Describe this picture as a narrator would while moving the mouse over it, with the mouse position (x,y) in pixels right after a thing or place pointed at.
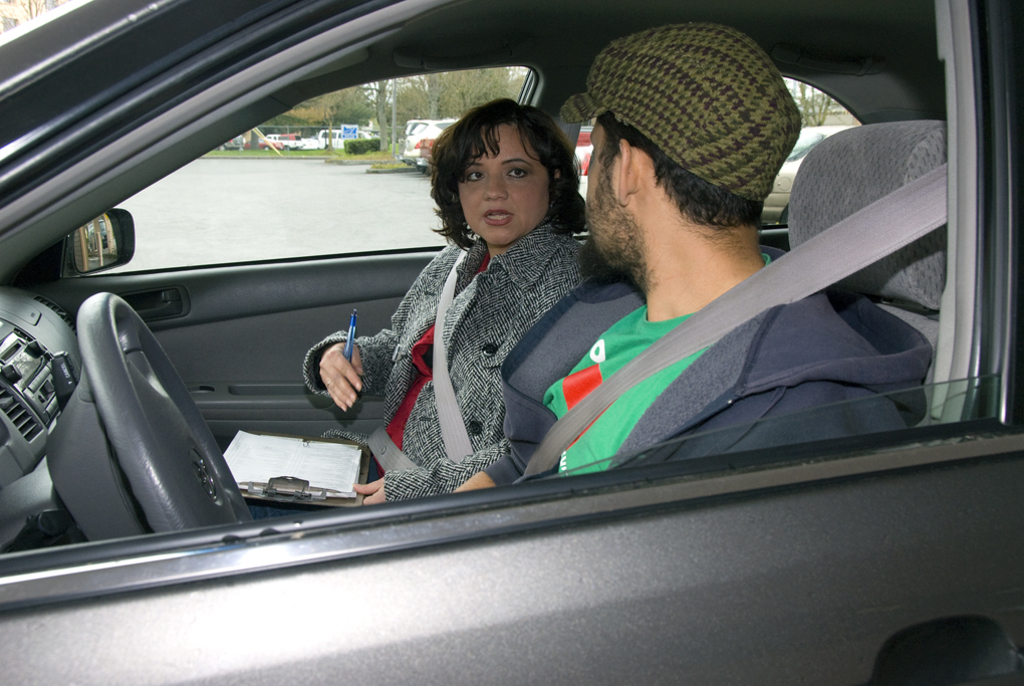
In this image I see 2 persons (267,503) who are sitting in the car (917,201) and the woman (525,142) is holding a pad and a pen (352,327). In the background (165,251) I can see the path (265,200) and a lot of cars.
